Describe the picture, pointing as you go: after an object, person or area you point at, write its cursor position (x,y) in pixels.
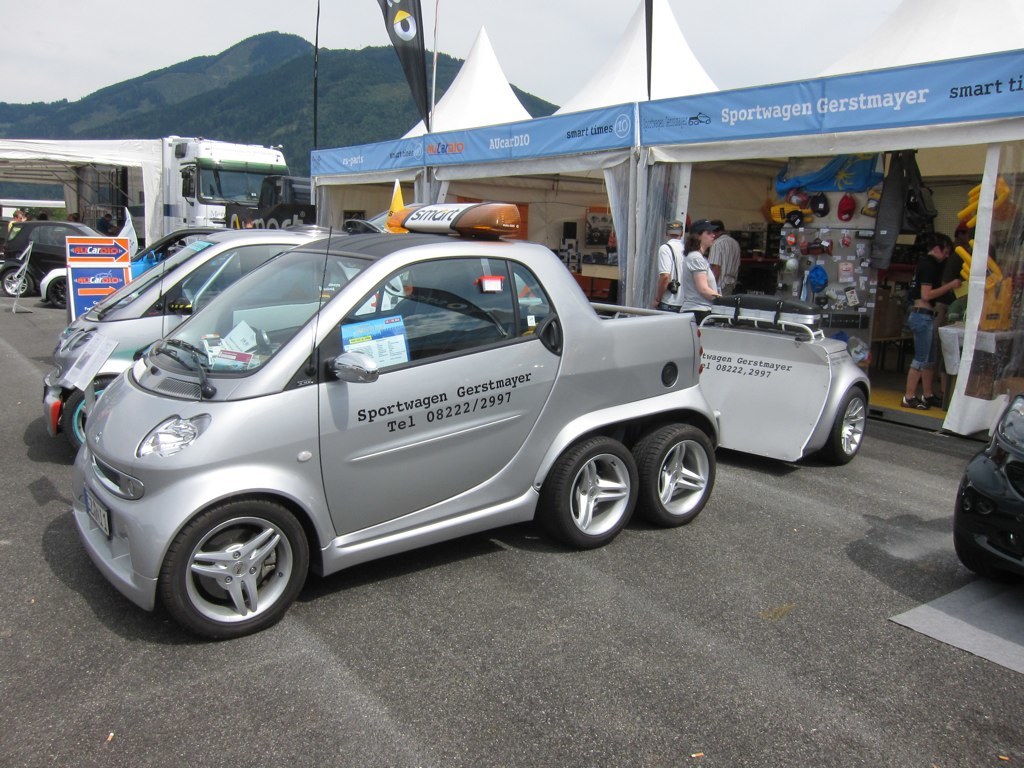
In this picture we can see a few vehicles (338,567) and a board (68,255) on the path (796,528). There are tents (618,106). In these tents (754,96), we can see a few people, caps (873,201) and other objects (780,256). A text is visible on the tent (756,172). There are a few mountains (325,112) and trees (353,65) in the background (371,63).
